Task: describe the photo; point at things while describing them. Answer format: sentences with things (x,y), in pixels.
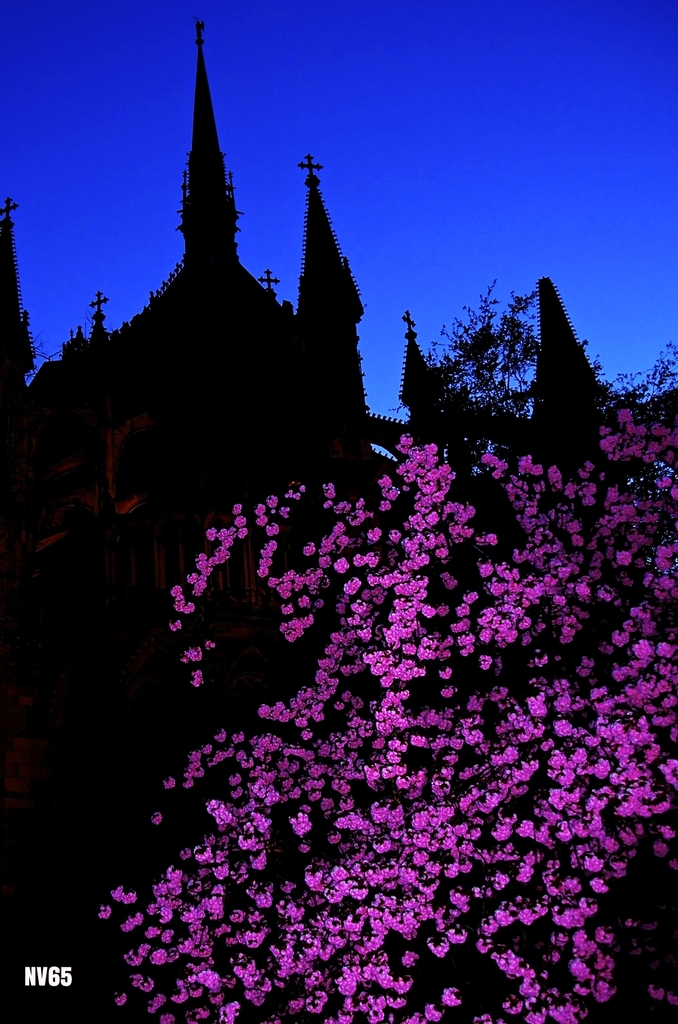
On the right side (565,538), there are plants (387,913) having pink color flowers (453,875). On the bottom left (34,980), there is a watermark (62,980). In the background (47,951), there are buildings (58,459) and there is blue sky (141,153).
